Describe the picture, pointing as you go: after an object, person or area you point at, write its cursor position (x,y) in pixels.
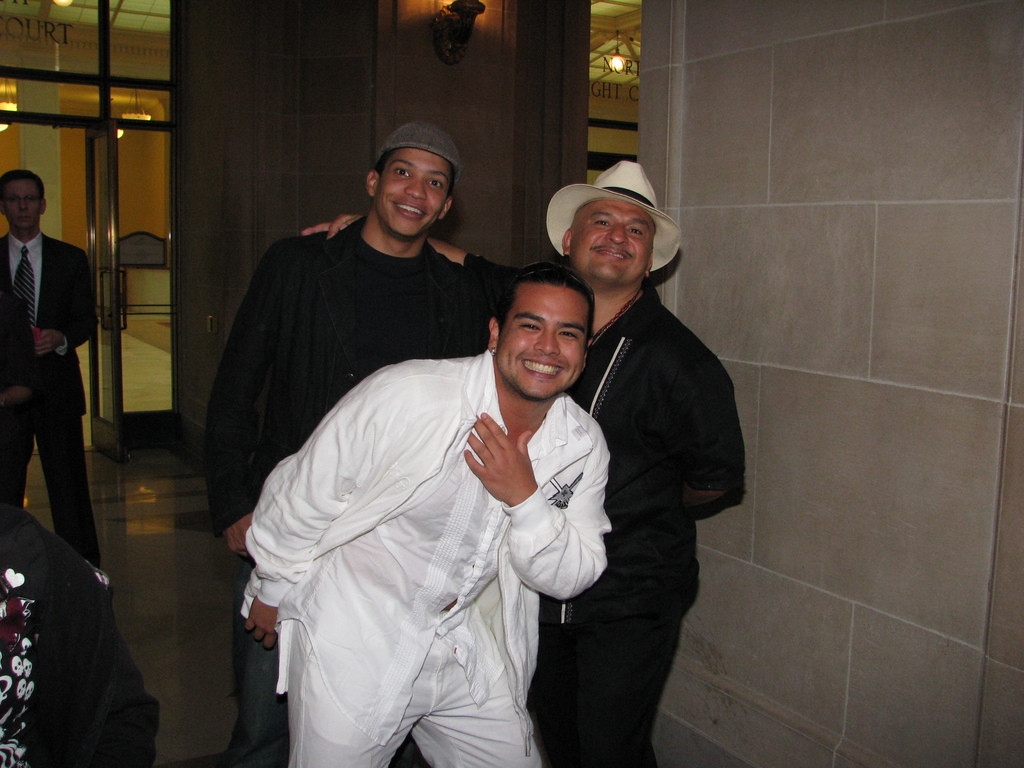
In this picture we can see three men (690,435) standing on the ground (677,739) and smiling and in the background (15,258) we can see a man (60,266) wore a blazer (62,249) and a tie (27,270), wall (207,306), lights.
